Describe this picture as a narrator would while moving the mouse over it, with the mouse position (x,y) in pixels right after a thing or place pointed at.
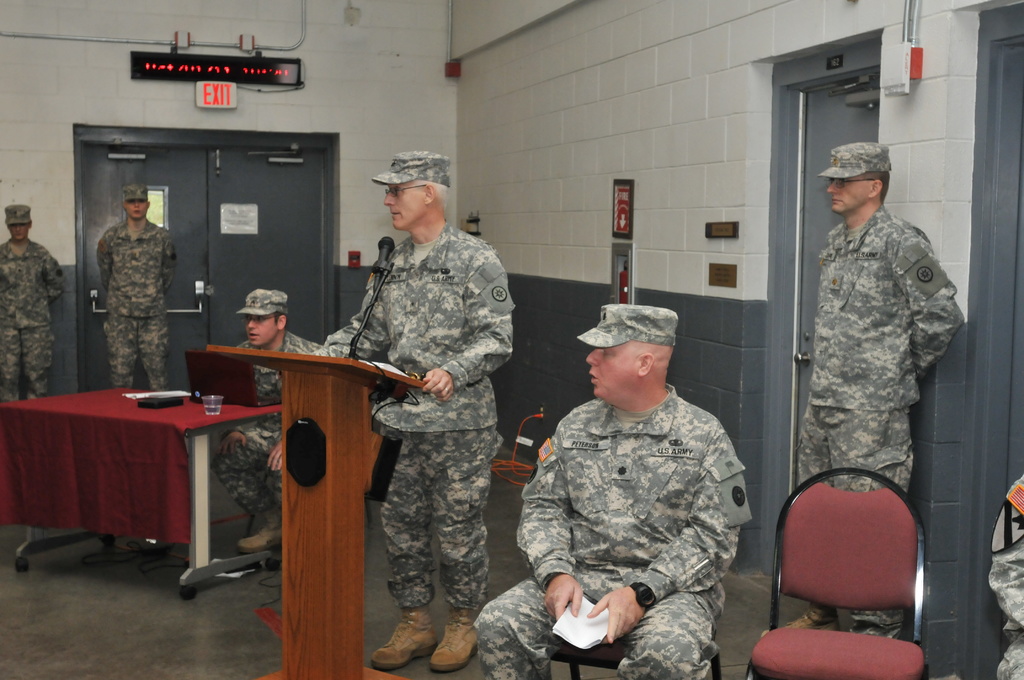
Here we can see two persons (252,300) are sitting on the chairs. This is table (95,457). On the table (180,428) there is a glass (215,412), and cloth (165,450). This is floor (153,588). Here we can see four persons (485,304) are standing on the floor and he is talking on the mike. In the background (572,112) there is a wall (652,188) and this is door (260,229). There are frames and this is board (227,96).
